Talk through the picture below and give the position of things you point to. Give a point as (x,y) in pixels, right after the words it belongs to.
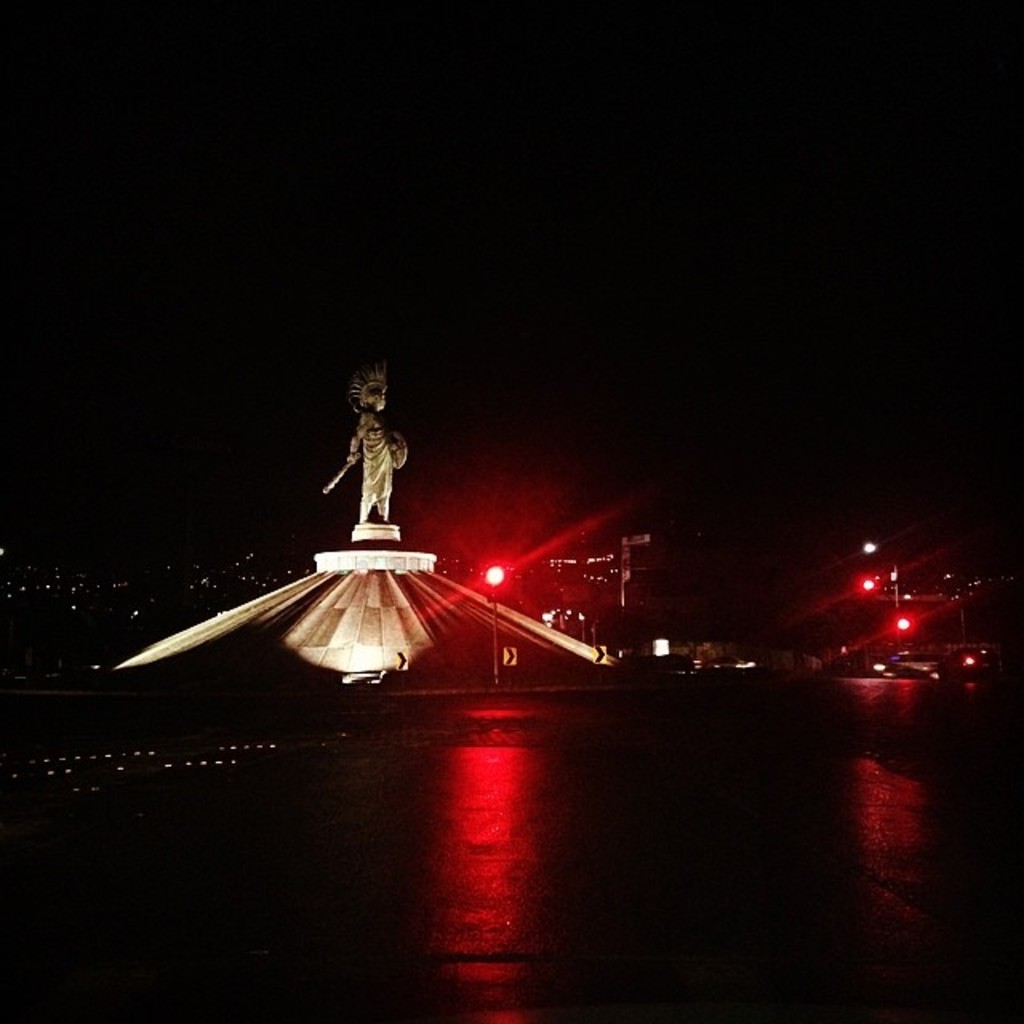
In the image we can see there is a statue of a person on the pedestal (315,611). There are street lights (500,576).
